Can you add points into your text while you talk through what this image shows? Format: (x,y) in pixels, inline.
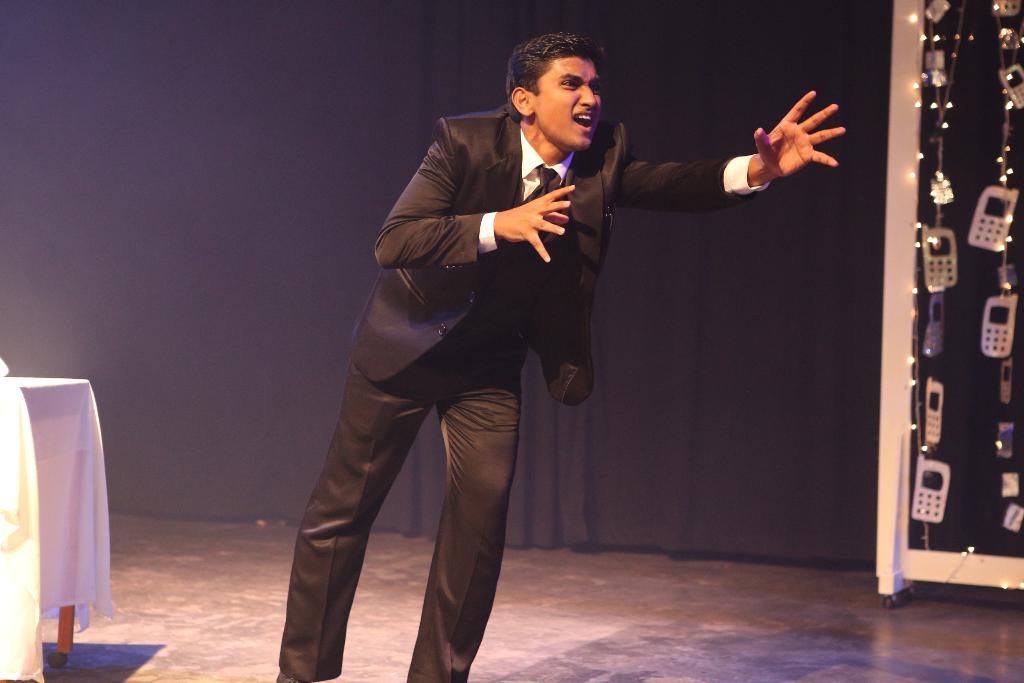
In this image I can see a man (374,349) is standing in the front (541,79) and I can see he is wearing black and white colour formal dress (554,185). On the right side of this image (892,76) I can see number of white colour things (951,264) and lights (912,328). On the left side (74,387) I can see a table (82,401) and on it I can see a white colour tablecloth (65,409). In the background (582,498) I can see black colour curtain (582,498).
